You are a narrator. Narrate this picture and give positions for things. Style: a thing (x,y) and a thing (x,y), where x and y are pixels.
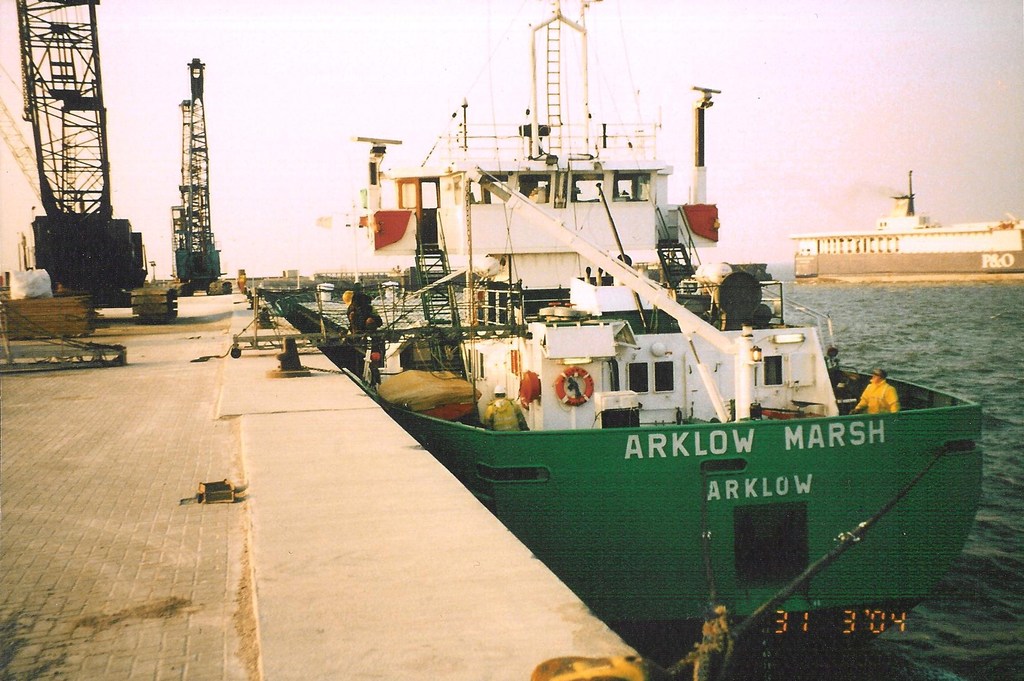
The picture is taken in a dock (203,426). On the left (77,621) there is a dock (99,586), on the dock (117,368) there are cranes (123,288) and iron bars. In the center of the picture (515,306) there is a ship (668,488) in the water (887,644). On the right (922,244) there is another ship (925,257). On the right (949,652) there is water (862,317). Sky (808,151) is sunny.
